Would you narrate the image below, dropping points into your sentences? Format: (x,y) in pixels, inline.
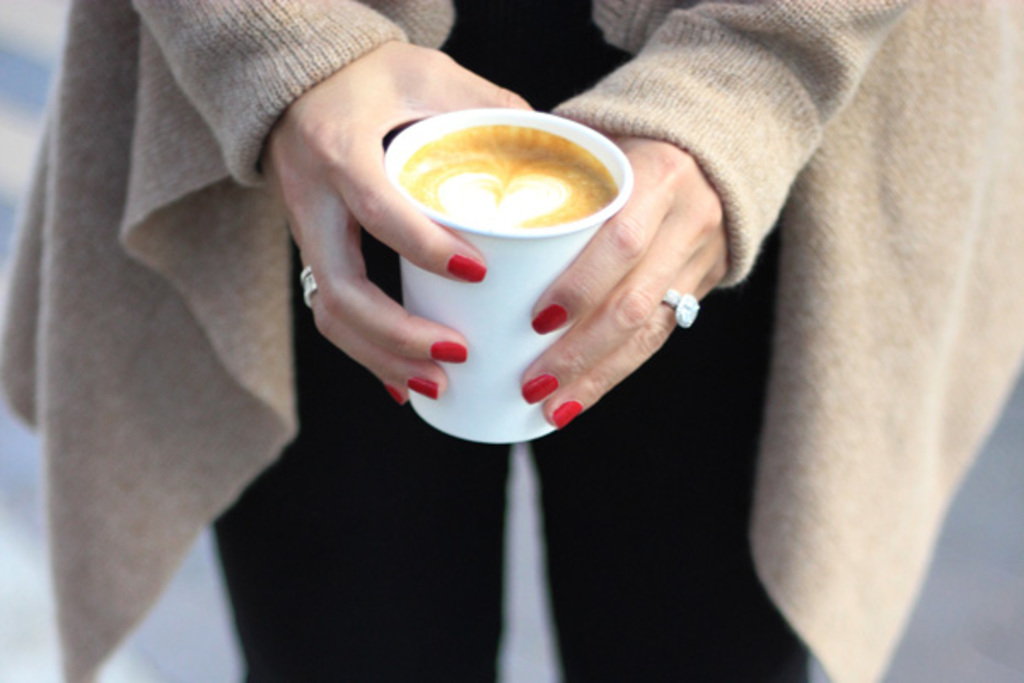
In the center (652,401) we can see one person (681,8) holding coffee cup (509,248).
